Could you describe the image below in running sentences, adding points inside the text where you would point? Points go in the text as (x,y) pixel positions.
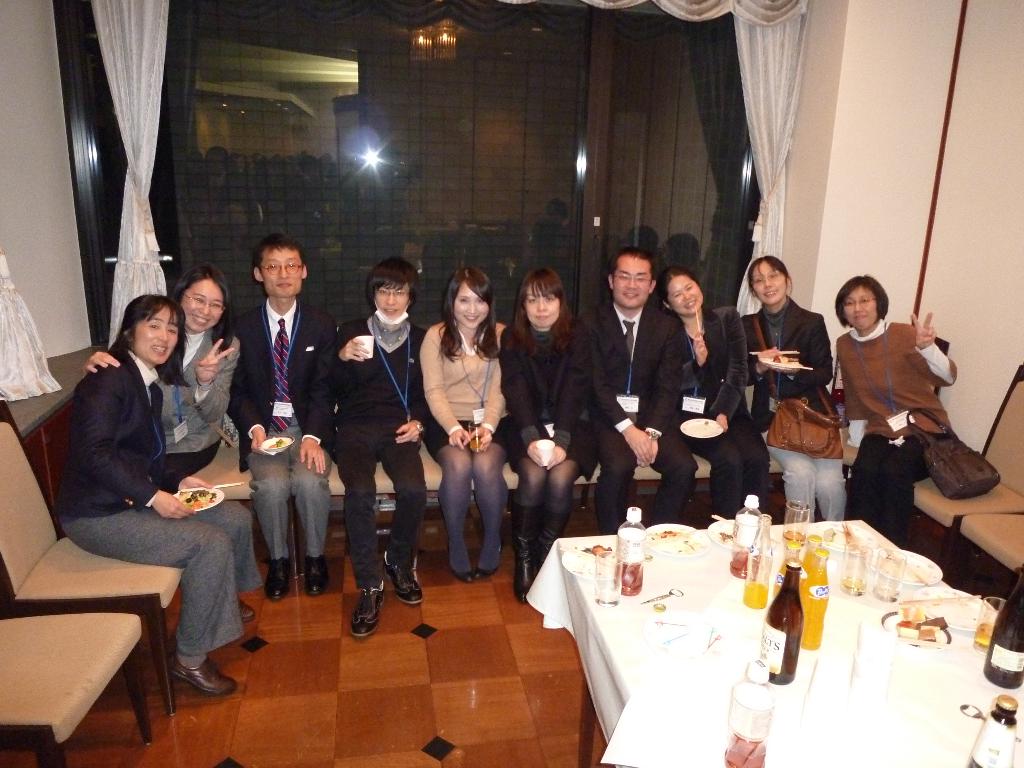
This picture is clicked in a room (324,614). There are ten people (479,399) sitting on sofa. Behind them, we see a white pillar (904,187) and a window glass (449,142). We even see white curtain (138,260). In front of them, we see a table (635,660) on which glass bottle (787,615), water bottle (637,550), cold drink bottle (809,578), plate (913,571) containing food (930,627) and spoon (985,720) are placed on it.
